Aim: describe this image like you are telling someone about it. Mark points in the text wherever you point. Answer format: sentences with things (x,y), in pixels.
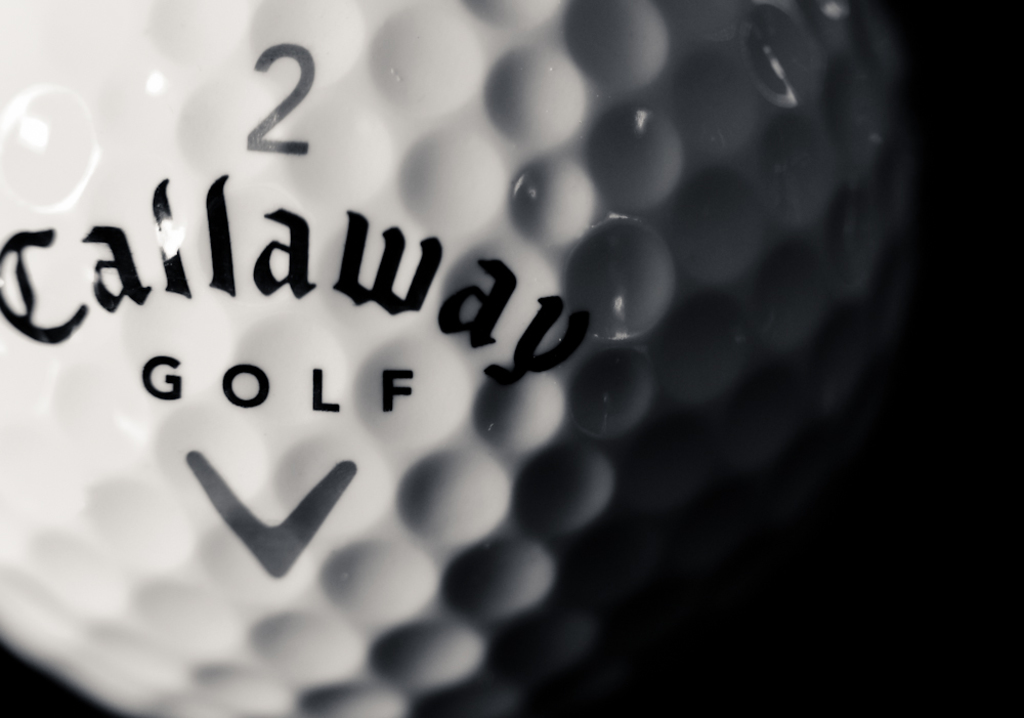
In this image we can see a golf ball (276,267). On the ball (339,298) we can see some text (256,330). The background of the image (926,412) is dark.
